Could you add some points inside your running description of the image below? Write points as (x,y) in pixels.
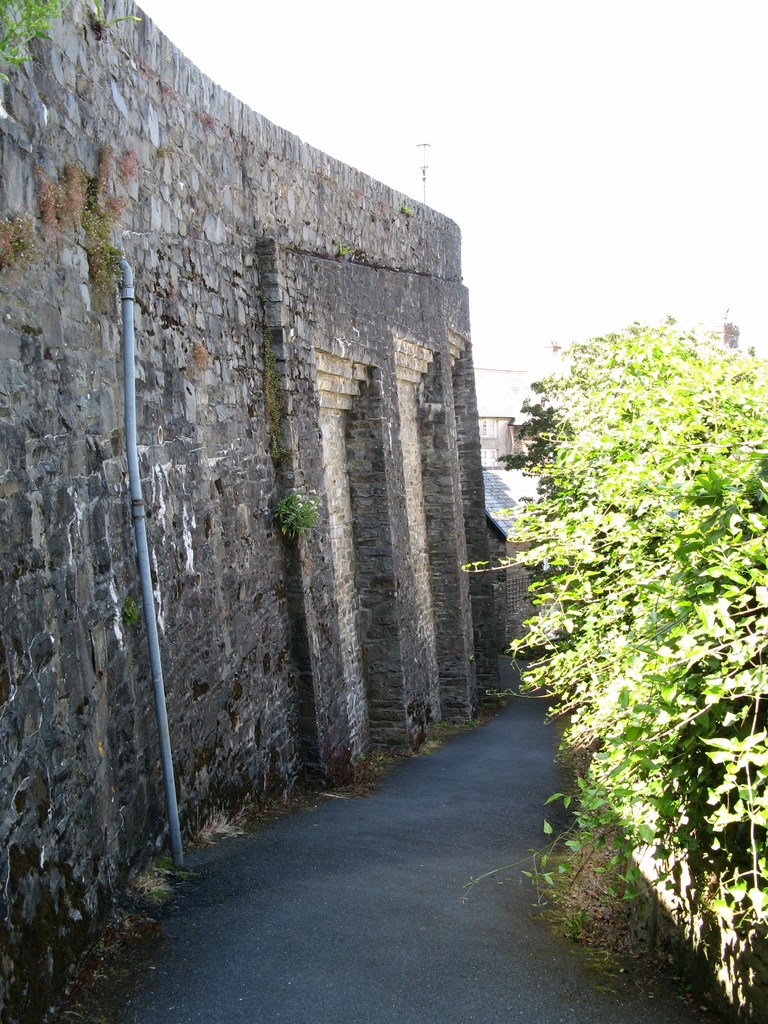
In this image I can see the road (433,886). To the left (96,608) there is a wall (120,482) and pipe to it. To the right (662,575) I can see many plants (666,583). In the back (638,230) there is a white sky (533,147).
